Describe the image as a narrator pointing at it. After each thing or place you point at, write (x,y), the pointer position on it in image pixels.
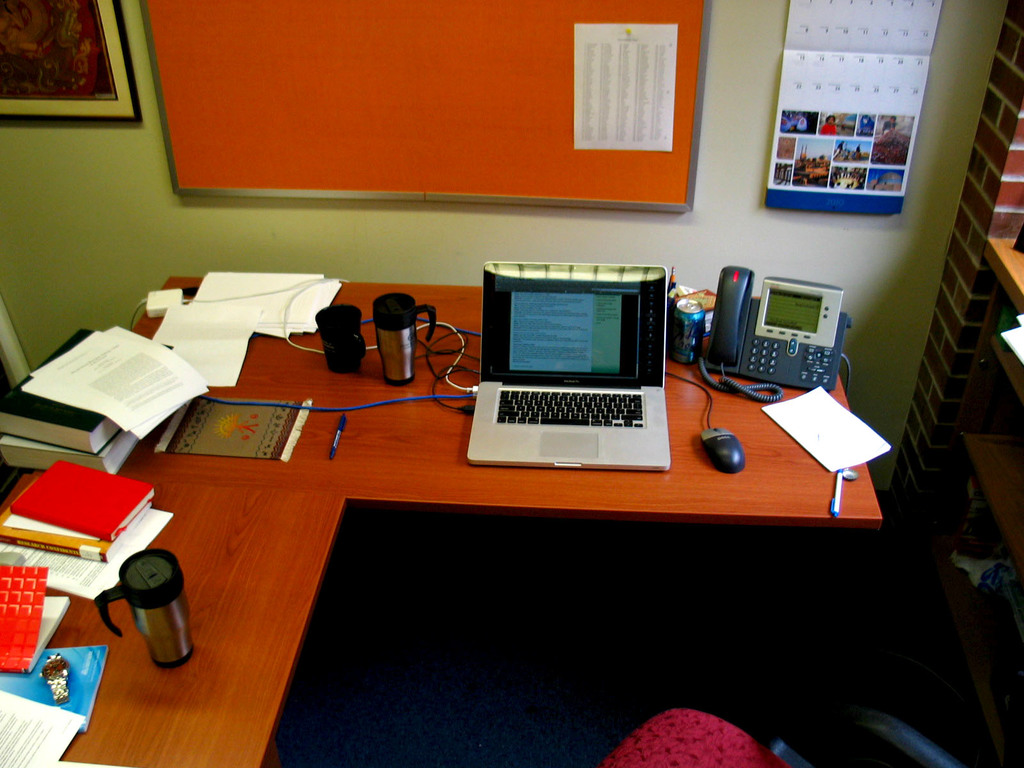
There is laptop (578,344), telephone (736,360), mouse (725,454), paper (817,442), pen (839,508), books (58,427), watch (48,668), flask (173,573) and some other items (221,405) on the wooden table (694,509). In the background (439,175), there is a wall (146,161) and a notice board (525,9) on the wall (727,154), a calendar (785,122) and a photo frame (54,76).
